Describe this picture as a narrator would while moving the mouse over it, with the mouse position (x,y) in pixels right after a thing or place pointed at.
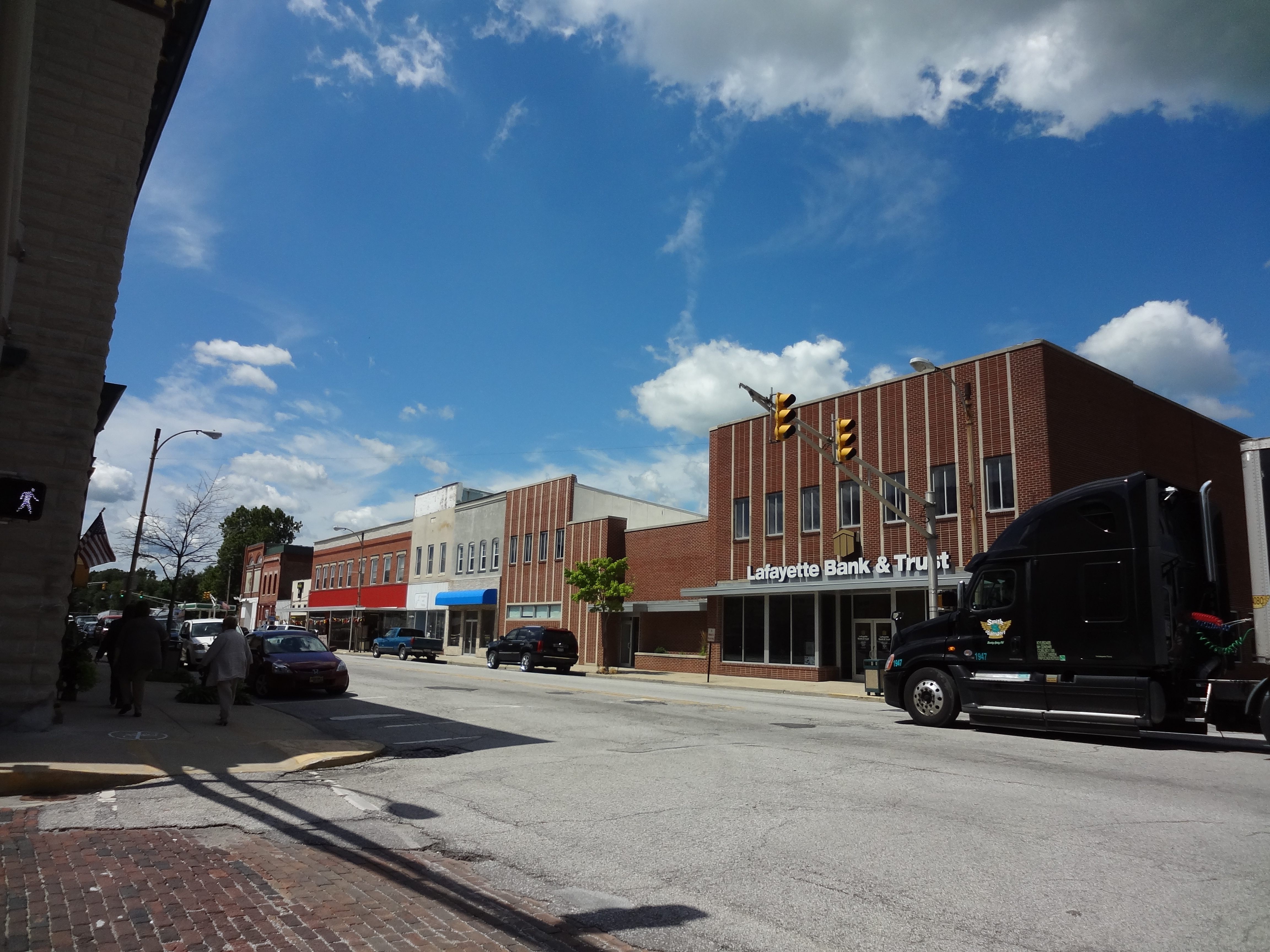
In this image there are vehicles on a road (667,848), on the left side (101,772) there is a footpath (193,754), on that footpath (210,746) people (152,658) are walking and there is a building (38,267), in the background (256,556) there are trees (203,585), buildings (462,560) and the sky (669,160).
